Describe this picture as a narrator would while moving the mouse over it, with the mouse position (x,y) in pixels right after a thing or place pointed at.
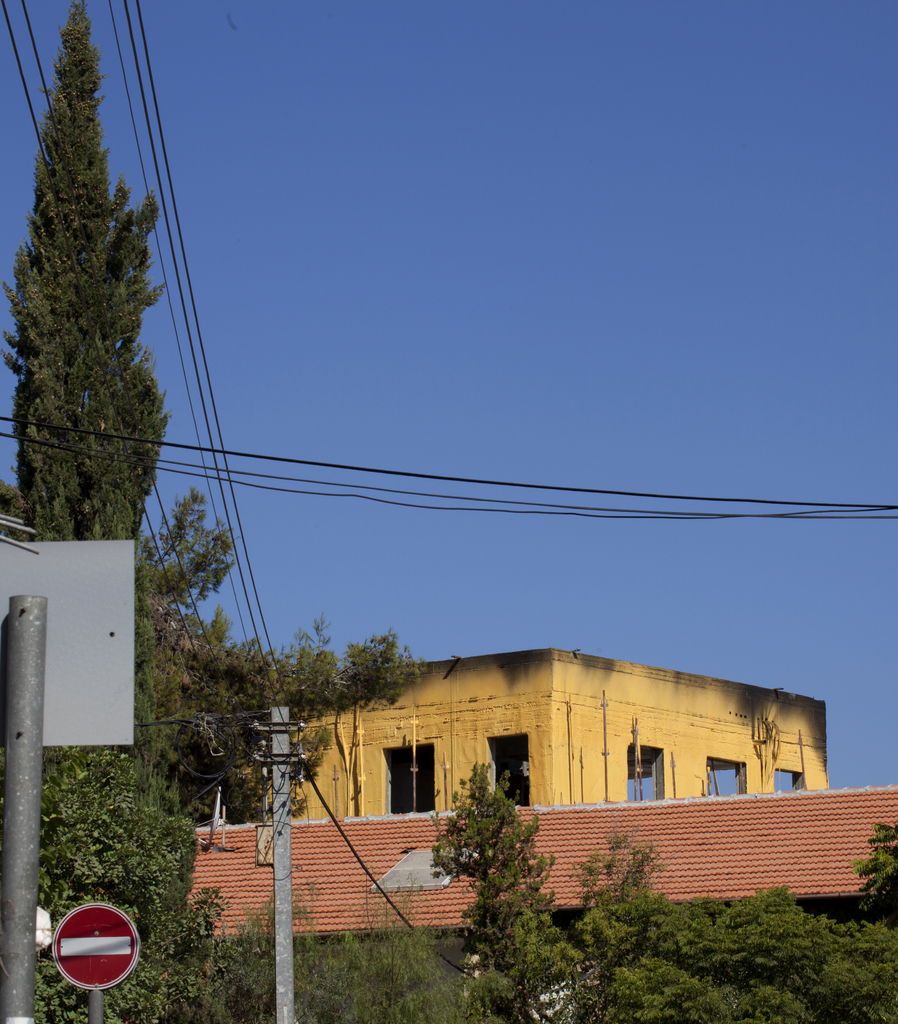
In the picture there are some poles (18,809) and electrical wires (240,472), around them there are many trees (160,695) and there is a construction (603,725) beside those trees (502,802).
